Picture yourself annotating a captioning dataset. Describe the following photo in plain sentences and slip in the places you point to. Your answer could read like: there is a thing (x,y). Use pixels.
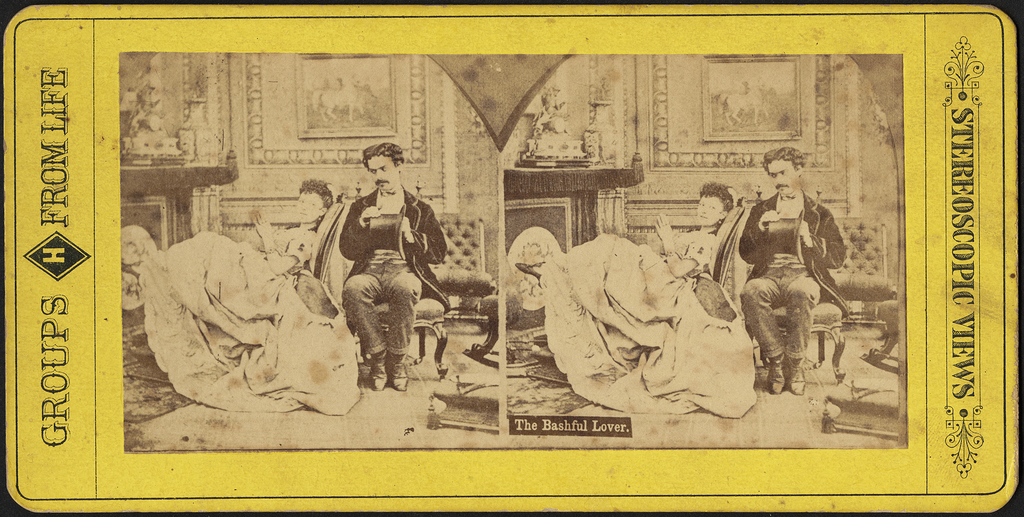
in this given image, We can see something written towards right side (956,189) and also i can see something written towards left (64,442) after that there are two persons (387,277) who are sitting towards left (266,226) on chairs (331,235) and next to that there are same two people (829,272) who are sitting on chairs (711,294) and behind this people (706,187), The wall (835,104) is designed with few images (748,91) next left side (224,257) and right side (698,295) same.
